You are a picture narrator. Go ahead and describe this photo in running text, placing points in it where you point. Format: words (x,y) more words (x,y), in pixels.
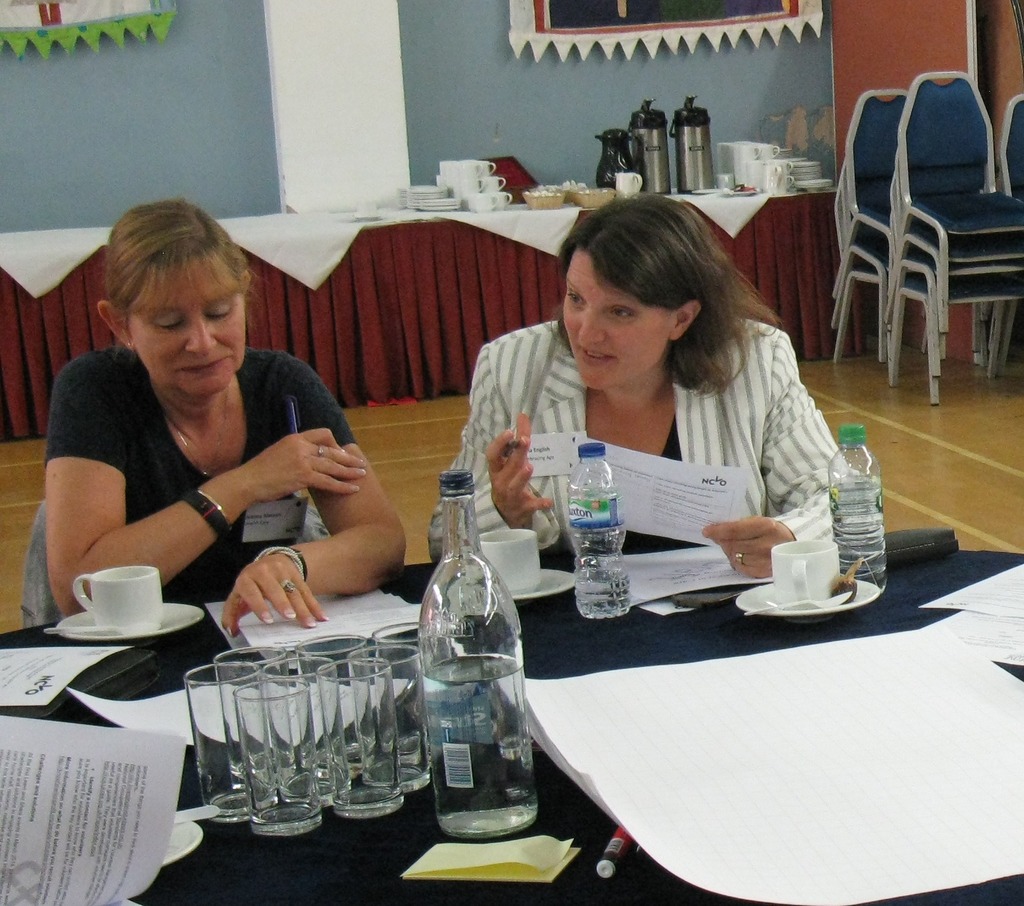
This 2 persons (222,400) are sitting on a chair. In-front of this 2 person (719,451) there is a table (625,877), on a table (253,889) there are papers (54,760), cup (115,603), bottles (439,585) and glasses (255,697). Far there are chairs (851,273). Beside this chair (890,181) there is a table (405,218), on a table (388,214) there is a jar (615,149) and plates (420,188) and bowls (559,200). Banners (649,11) are attached to the wall (274,24).
